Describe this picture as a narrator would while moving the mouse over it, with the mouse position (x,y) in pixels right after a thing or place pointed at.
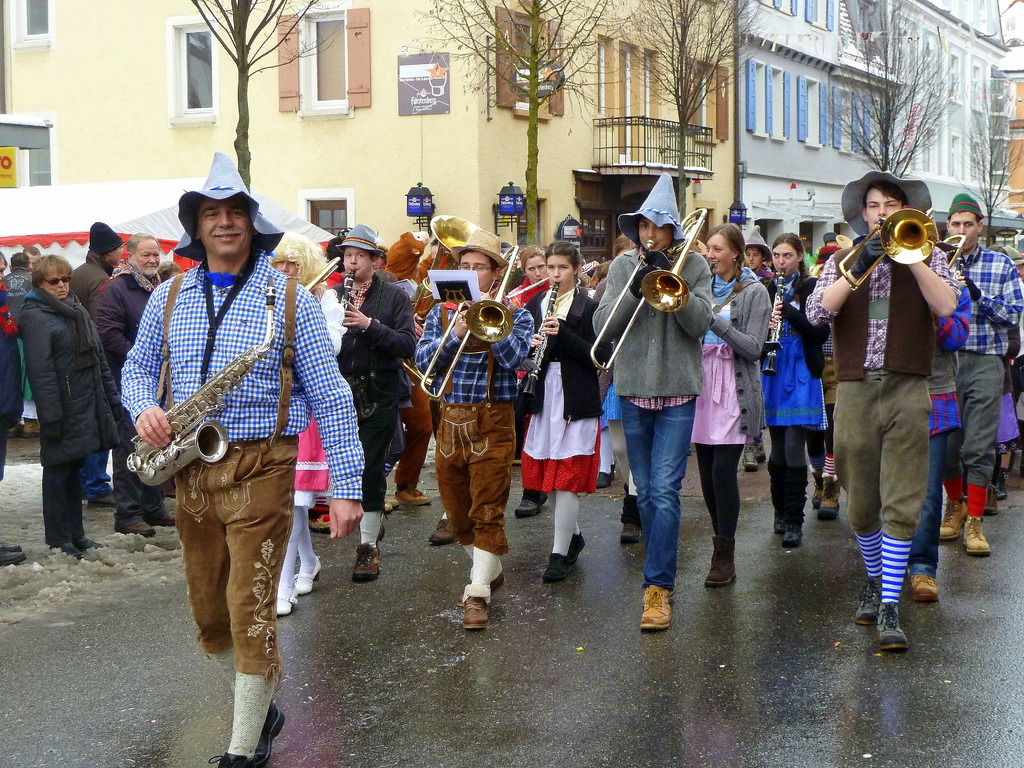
In this image we can see a group of persons (600,473) and among them few people (876,422) are playing musical instruments (504,308). Behind the persons (103,243) we can see few trees (888,164), buildings (849,116) and a tent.
